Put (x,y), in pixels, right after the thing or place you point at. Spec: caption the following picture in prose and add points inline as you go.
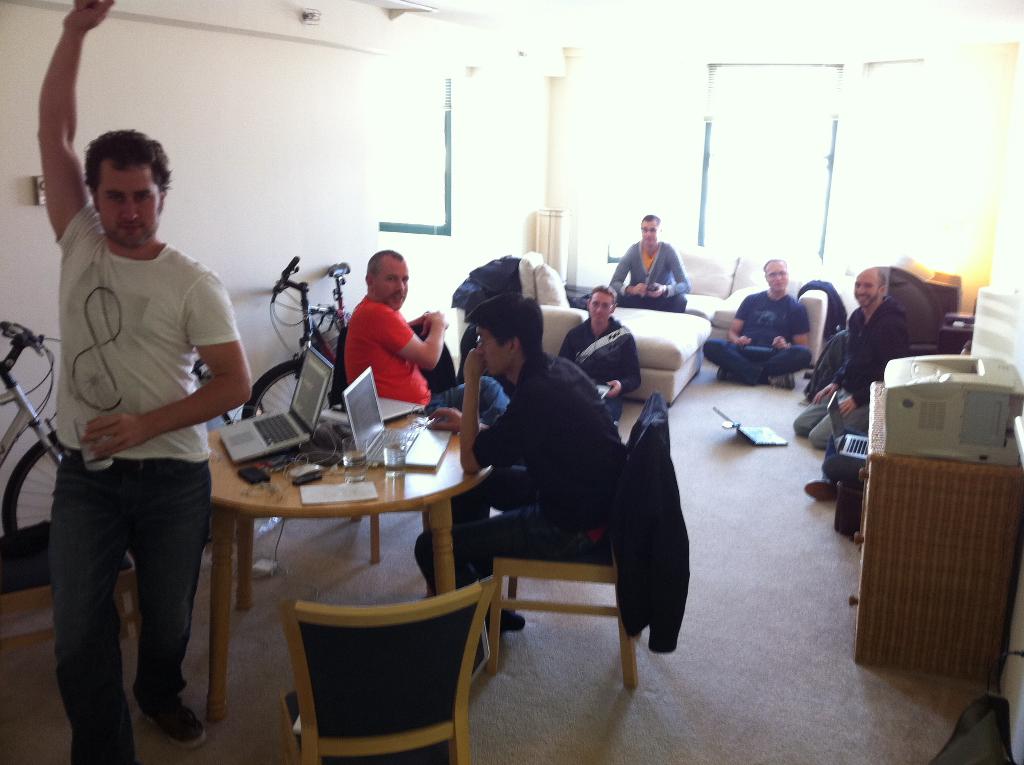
In the picture we can find some people (376,342) are sitting on the chairs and one is standing, behind that man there is a table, on the table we can find two laptops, papers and mouses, background (689,237) we can find two bicycles (24,477), and a wall (243,279).
